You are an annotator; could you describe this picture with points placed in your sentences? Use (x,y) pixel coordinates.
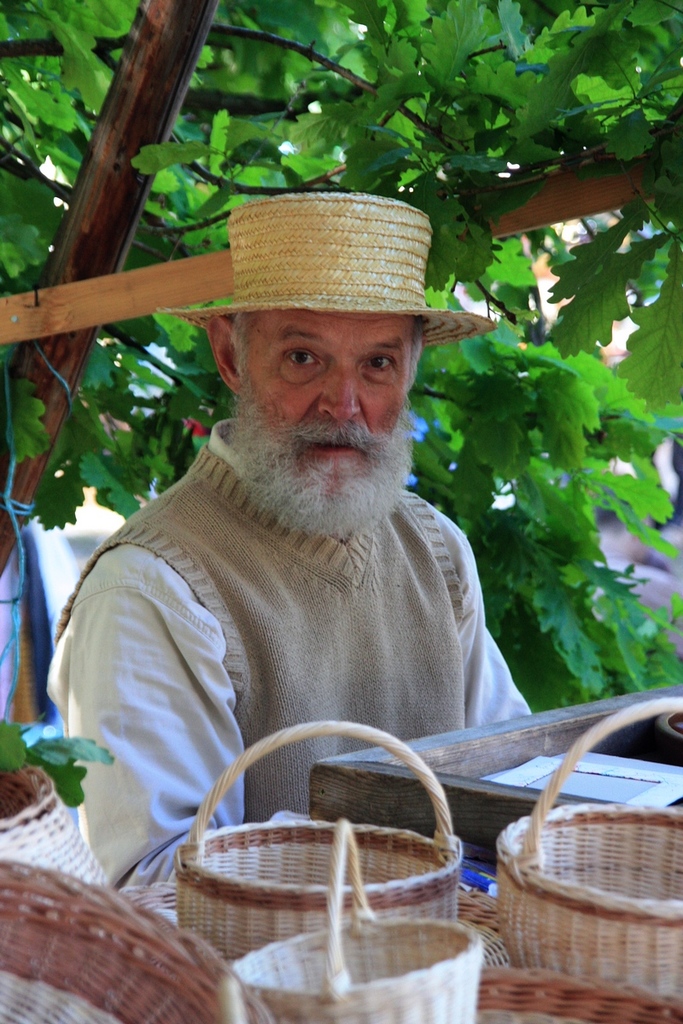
In this image, there are some baskets (325,868) in front of the person (306,635) and there are some leaves (220,125) behind him. This person (347,649) is wearing clothes (199,693) and hat (271,264) in the middle of the image (308,645).
